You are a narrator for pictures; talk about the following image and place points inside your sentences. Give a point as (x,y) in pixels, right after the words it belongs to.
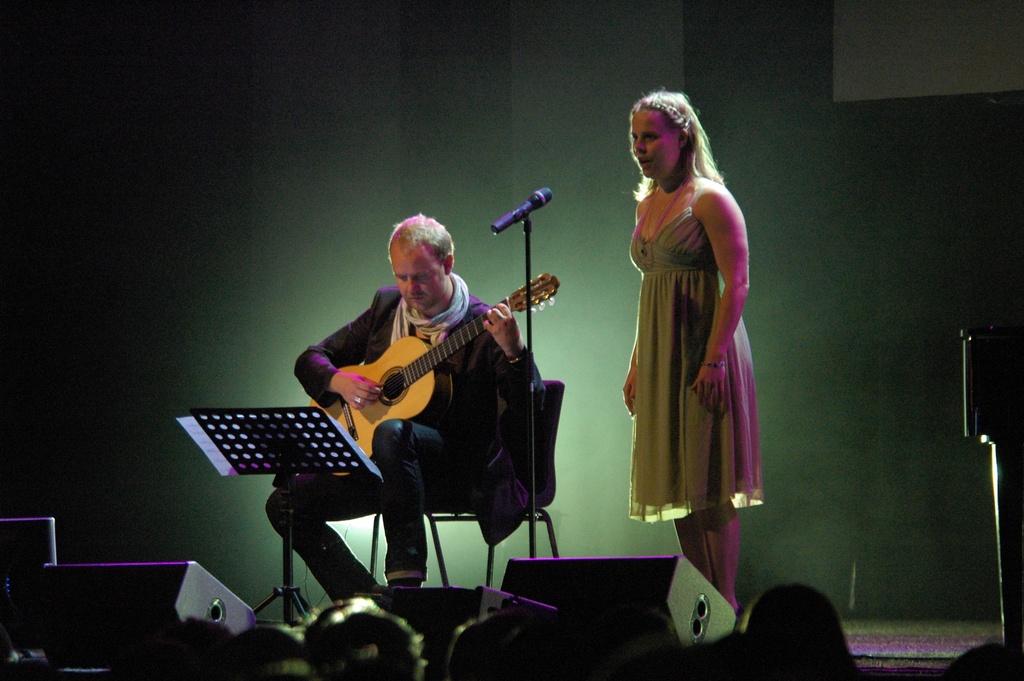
In this picture we can see man (456,377) sitting on chair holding guitar (428,379) in his hand (371,399) and playing it and in front of him there is a stand (331,445) and at back woman (679,336) singing on mic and in background (568,163) we can see wall (234,303).
